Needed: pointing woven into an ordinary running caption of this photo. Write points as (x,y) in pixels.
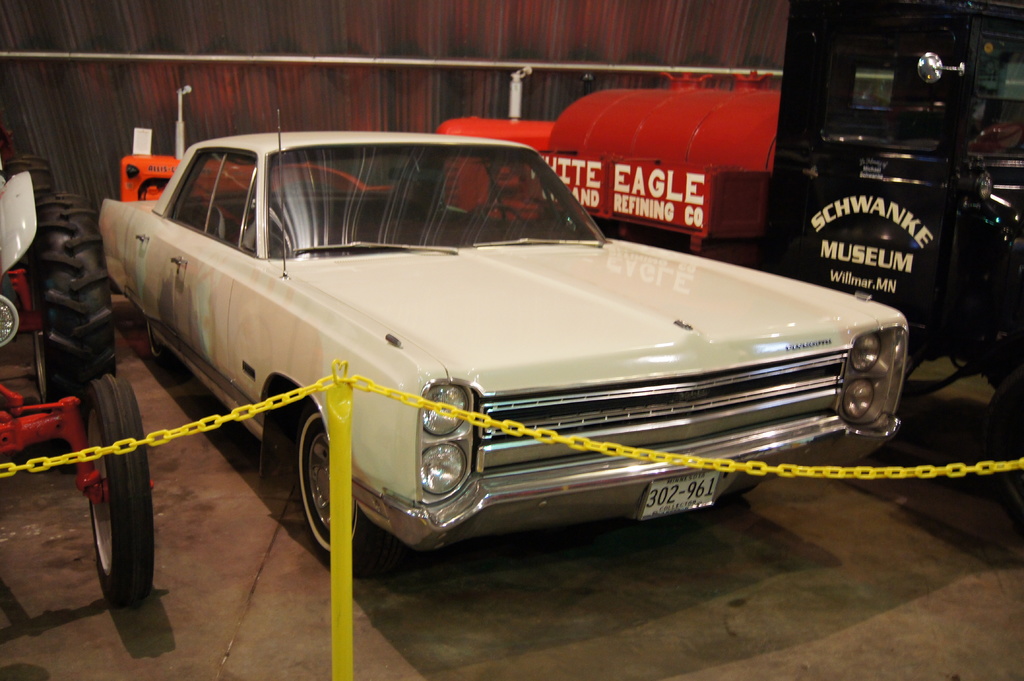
In this image in the front (353,474) there is a pole (335,475) and there is a chain (179,432). In the background (346,314) there are vehicles (408,230).
